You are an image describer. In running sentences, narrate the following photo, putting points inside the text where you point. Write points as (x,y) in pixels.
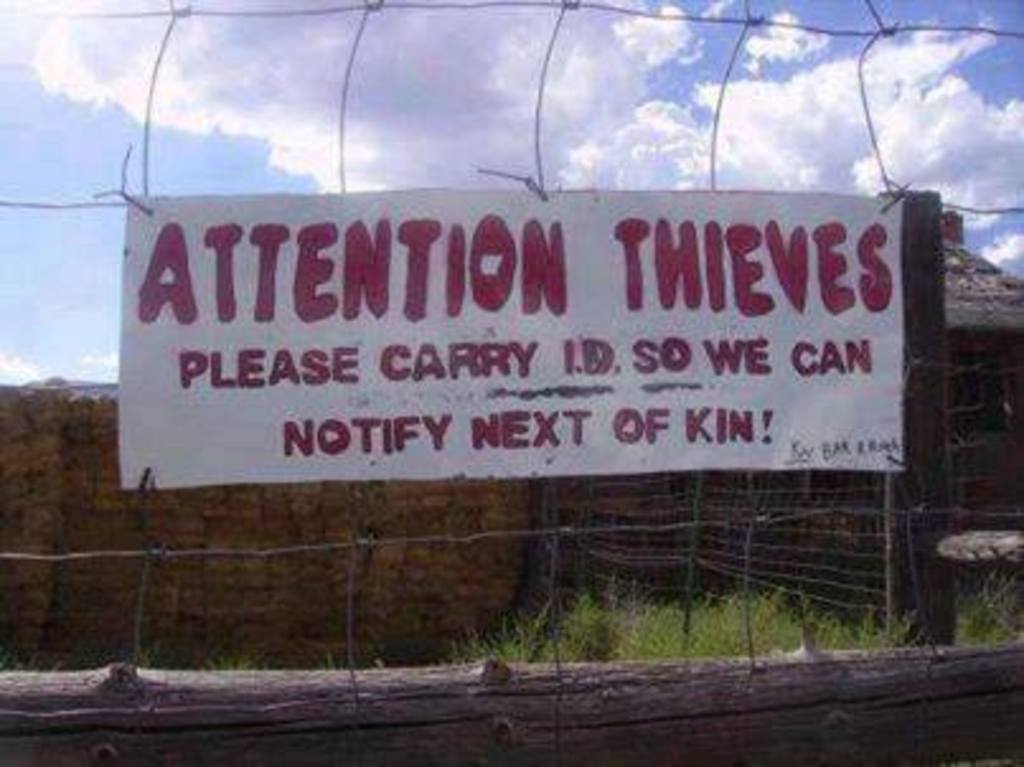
In this picture we can see the fence (197,64) and a board (430,227). Under the fence (477,548) there is a wooden log (549,668). Behind the board (397,292), there is the wall (48,466) and the sky (164,167).
